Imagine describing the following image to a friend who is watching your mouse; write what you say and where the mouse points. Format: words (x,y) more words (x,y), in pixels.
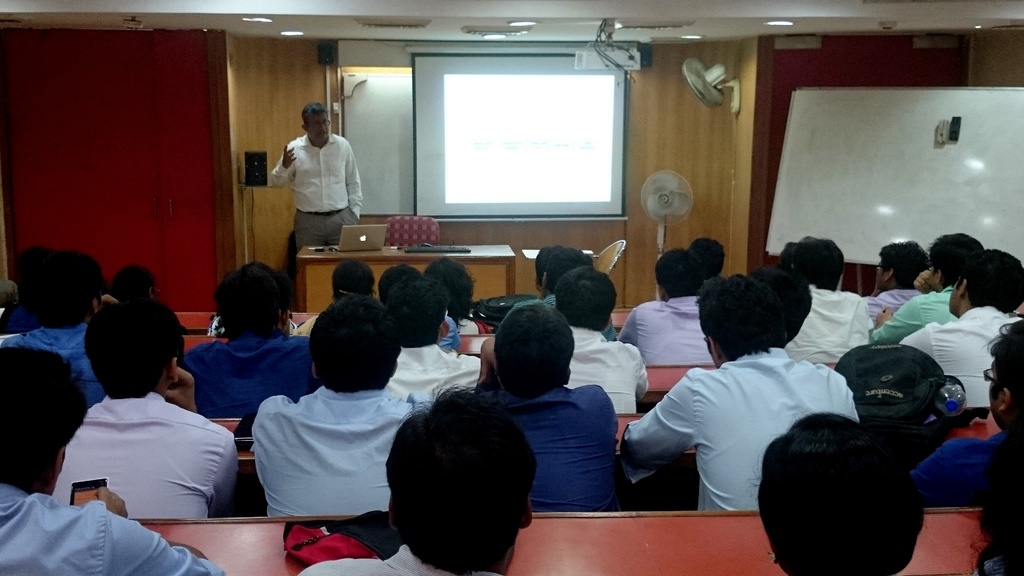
In this picture I can see the inside view of a room (917,71), where I can see number of men (424,464) sitting on benches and I can see the white board (854,146) on the right side of this image (854,146). In the middle of this picture (442,197) I can see the projector screen (492,130) and a man (336,179) standing and in front of him I can see a table (313,258), on which there is a laptop (357,237) and beside to him, I can see 2 chairs (415,226) and I can also see 2 fans (709,78). On the top of this picture (527,21) I can see the lights (253,16) on the ceiling (952,5).
